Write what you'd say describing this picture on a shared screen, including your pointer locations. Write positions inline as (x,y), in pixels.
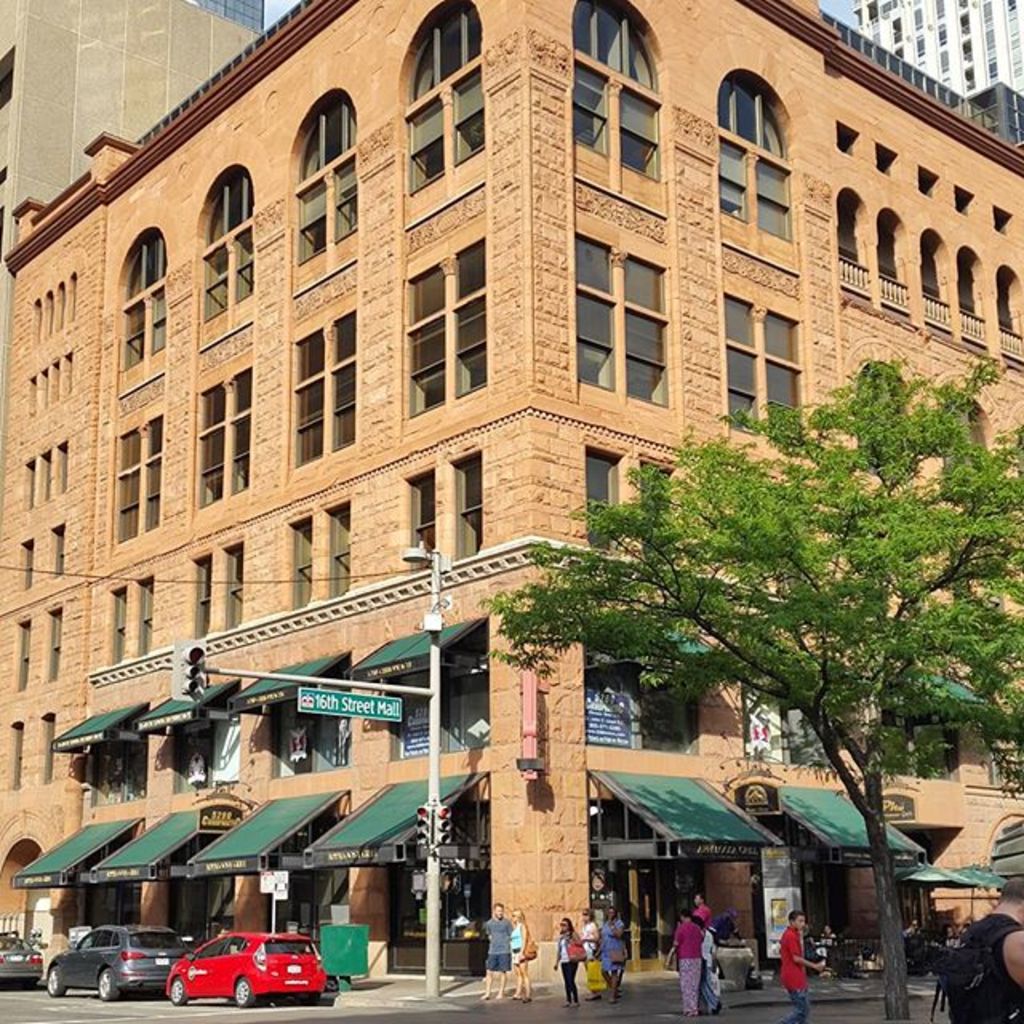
In this image there are a few buildings (388,472), few vehicles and people (492,948) on the road (497,1018), few traffic signals (190,666), a sign board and light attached to the pole (432,746), a fence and a tree (808,584).
